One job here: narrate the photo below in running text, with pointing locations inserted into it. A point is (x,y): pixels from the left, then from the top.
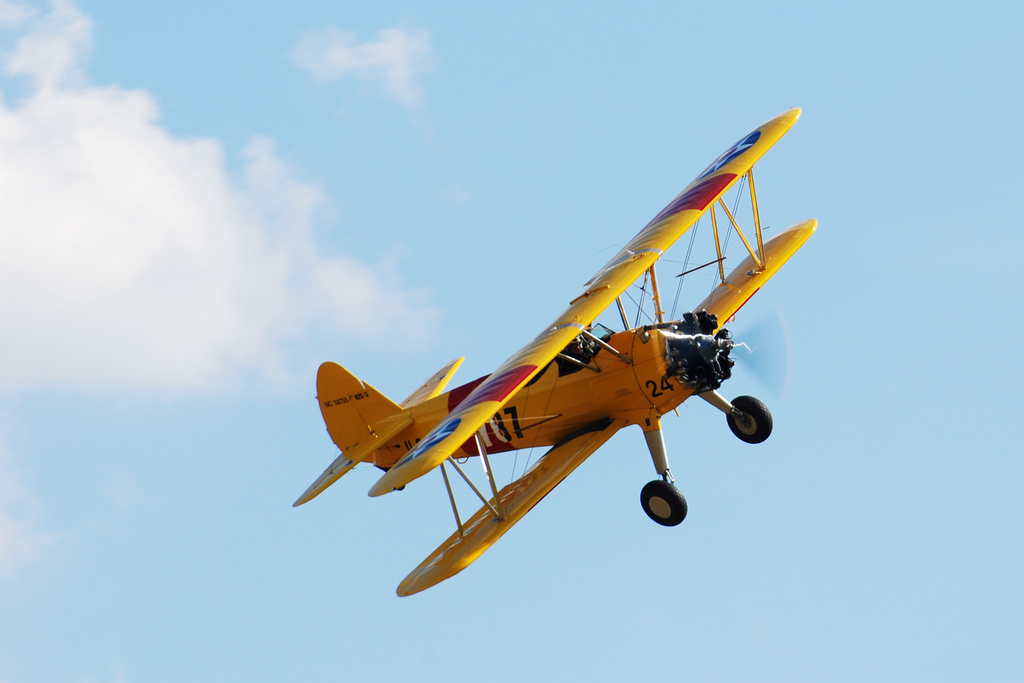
This image consists of an aircraft (623,362) in the air (369,553) and the sky (603,482). This image is taken may be during a day.
